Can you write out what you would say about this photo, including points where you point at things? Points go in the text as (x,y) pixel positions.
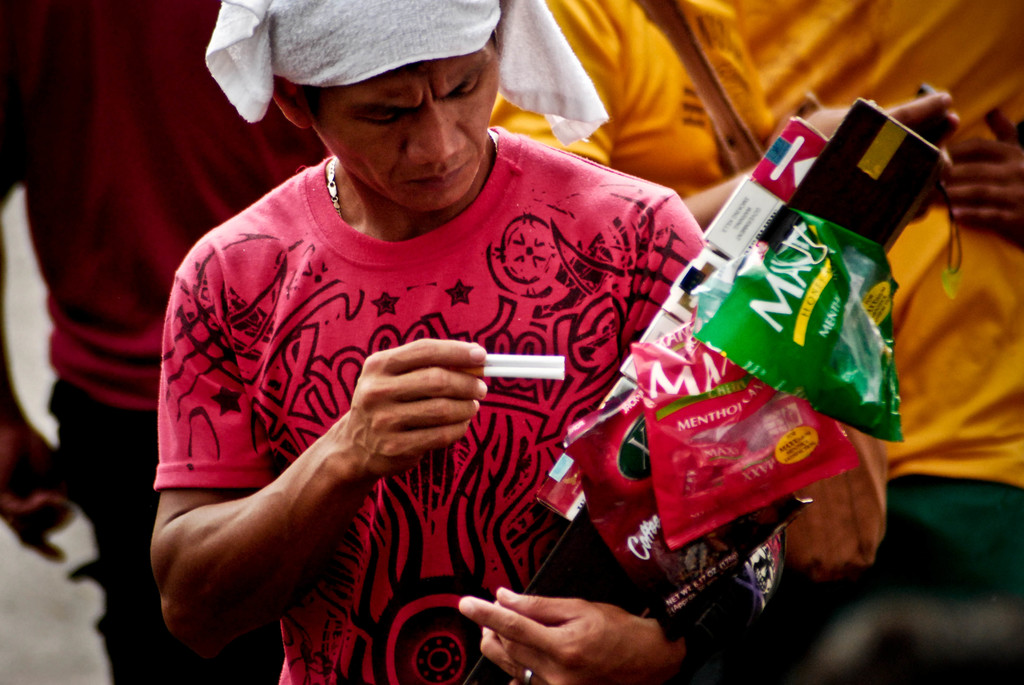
In this picture we can see a person (393,436) in the t shirt (428,459) holding two cigarettes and some objects (600,576). Behind the person (362,327) there are three people (505,124) standing.
